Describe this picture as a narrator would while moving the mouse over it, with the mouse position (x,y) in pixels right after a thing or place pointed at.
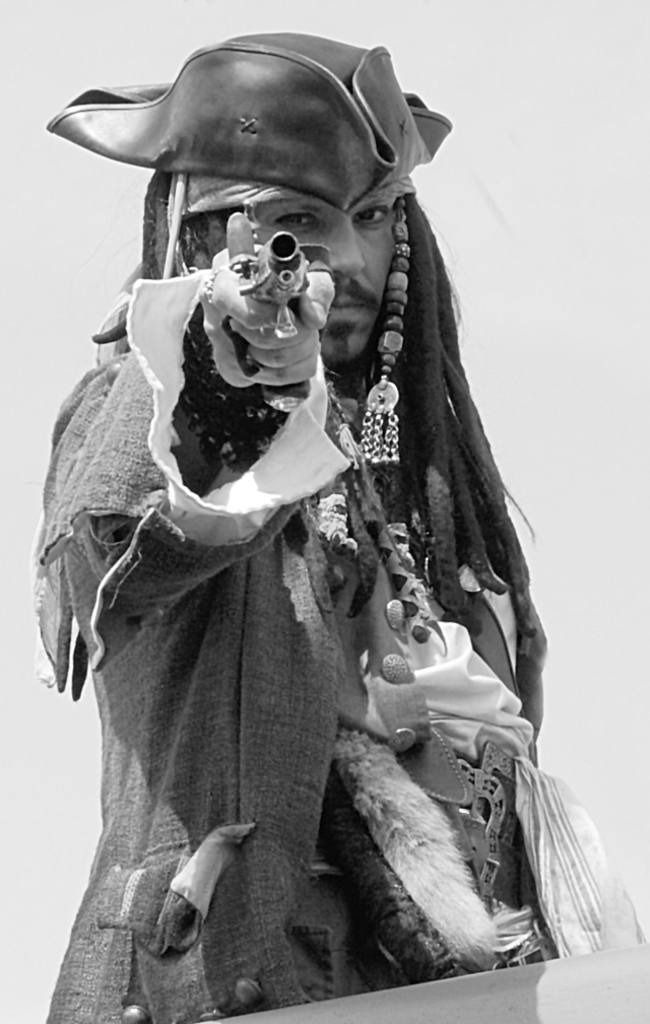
This is a black and white image. There is a person (166,302) in the middle (307,469). He is holding a gun (293,386). He is wearing a cap (394,86).
